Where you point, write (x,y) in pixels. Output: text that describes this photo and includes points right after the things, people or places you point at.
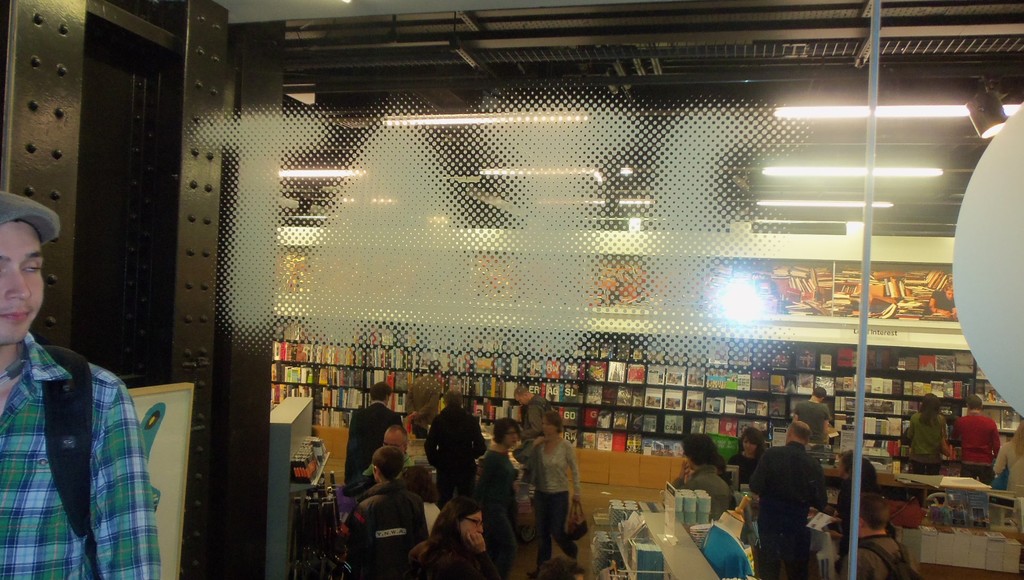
In this image, I can see a person (67,429) standing. This looks like a glass door (930,192). I think this is a bookstore (607,399). There are groups of people (537,463) standing. I can see the books (908,365), which are placed in the rack (639,387). These are the lights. On the right side of the image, that looks like a board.
